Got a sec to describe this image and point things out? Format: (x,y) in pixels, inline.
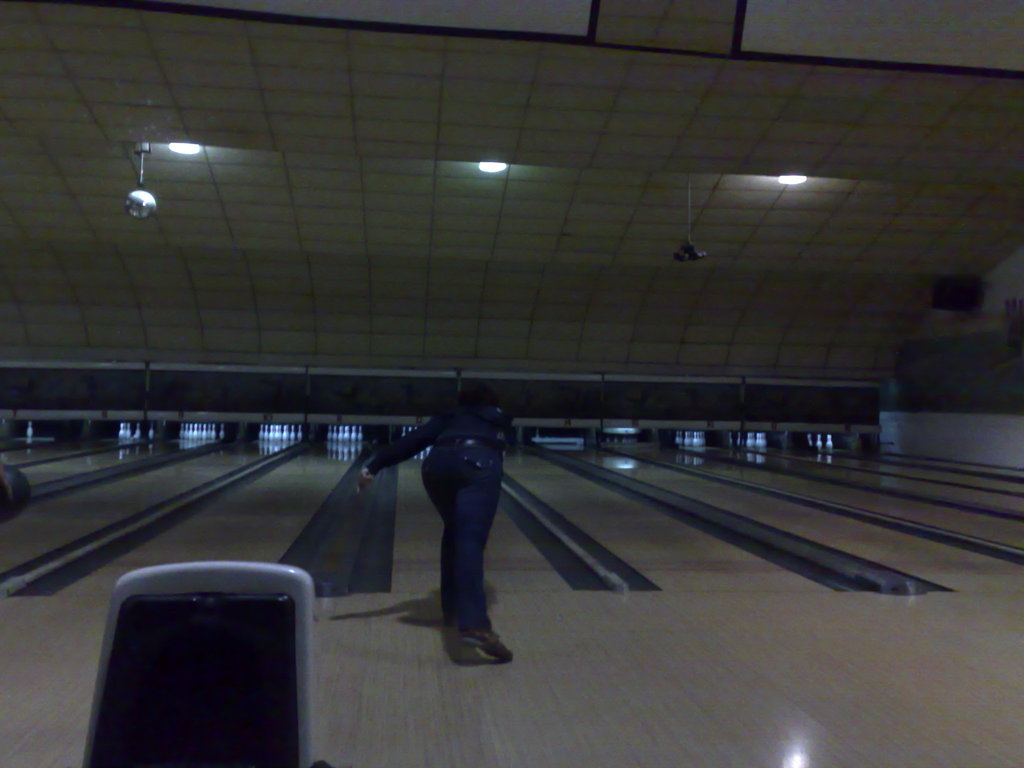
Here we can see a person (466,467) playing bowling game. This is floor (654,725). Here we can see bowling pins (403,434) and there are lights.
